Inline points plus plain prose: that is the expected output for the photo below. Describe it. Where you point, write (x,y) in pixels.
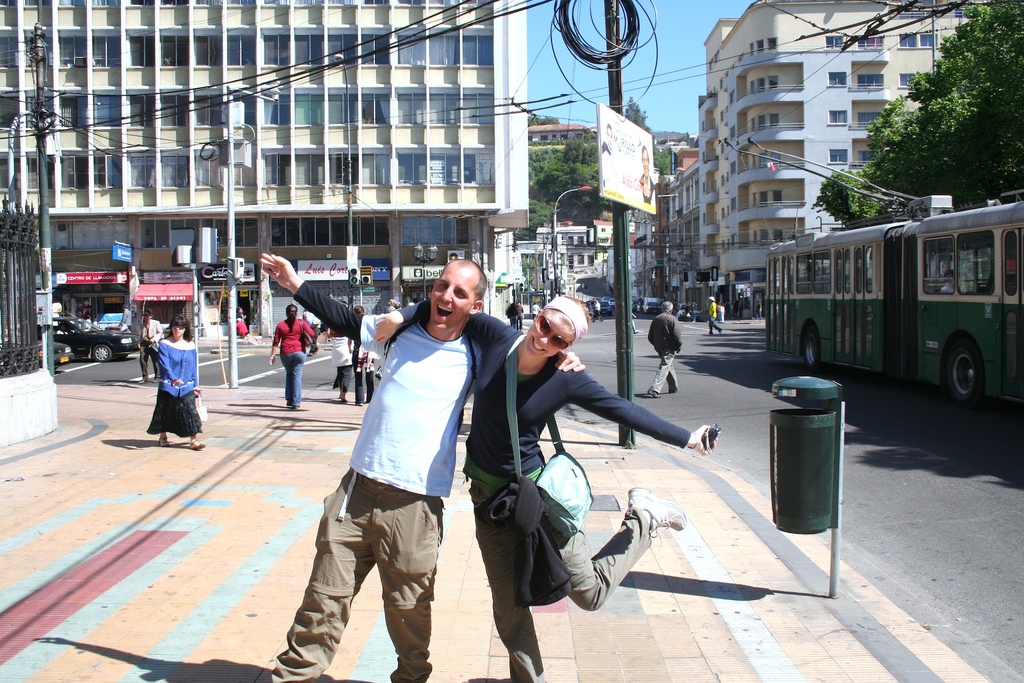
In the center of the image (438,409) we can see a man (426,541) and a lady (525,474) smiling. In the background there are buildings (404,166) and we can see people (338,350). On the right (823,528) there is a bin (832,514) and we can see vehicles (853,326) on the road (852,470). There are poles (616,328) and trees (578,160). In the background (675,95) there are wires (853,38) and sky (533,51). On the left (24,250) there is a fence (24,358).
